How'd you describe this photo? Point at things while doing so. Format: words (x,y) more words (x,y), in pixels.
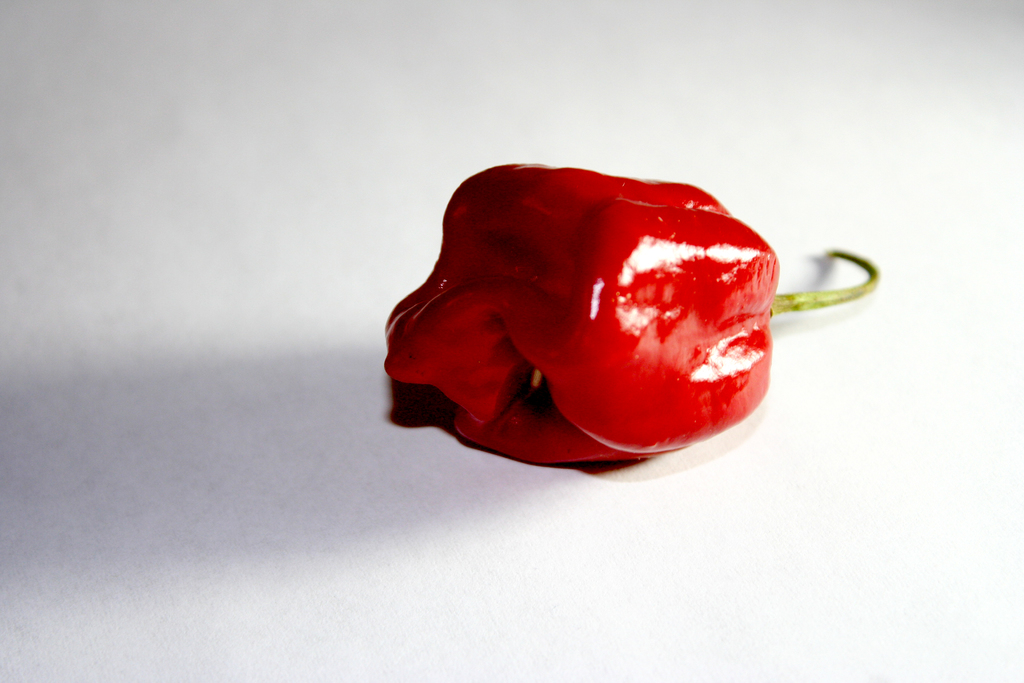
In this image, we can see red capsicum (656,339) on the white surface (996,382).
